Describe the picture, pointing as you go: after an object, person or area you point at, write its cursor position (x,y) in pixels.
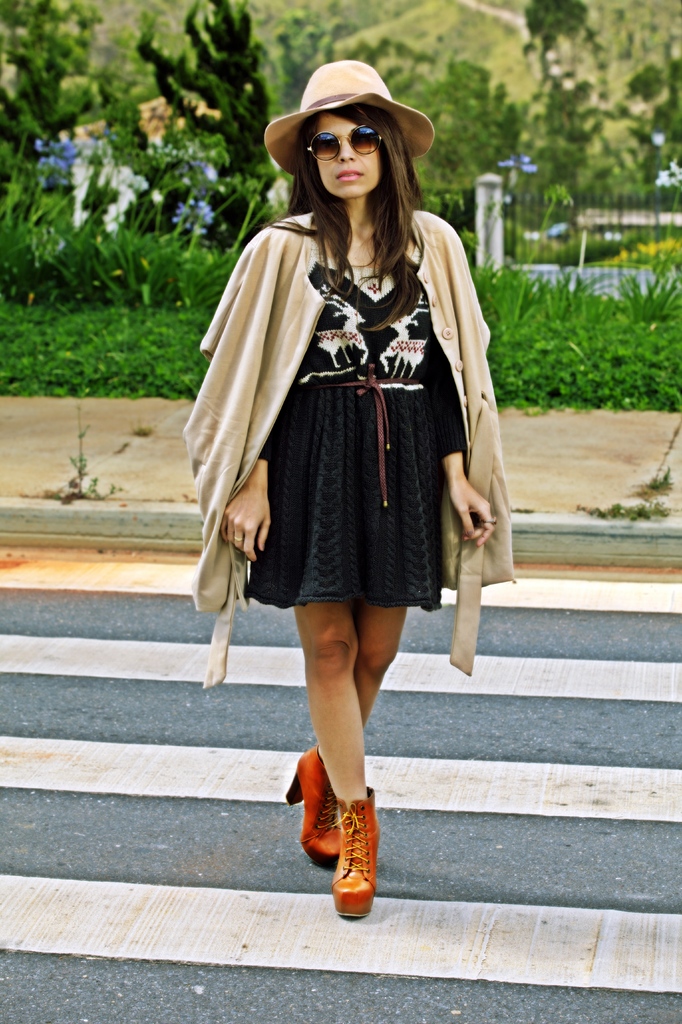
In the image, there is a woman (293,501) standing on the road (483,1022) and posing for the photo she is wearing black dress (333,296), cream hat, goggles (372,149) and brown boots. Behind the women (357,161) there are many trees (113,124) and grass (219,267) beside the footpath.
